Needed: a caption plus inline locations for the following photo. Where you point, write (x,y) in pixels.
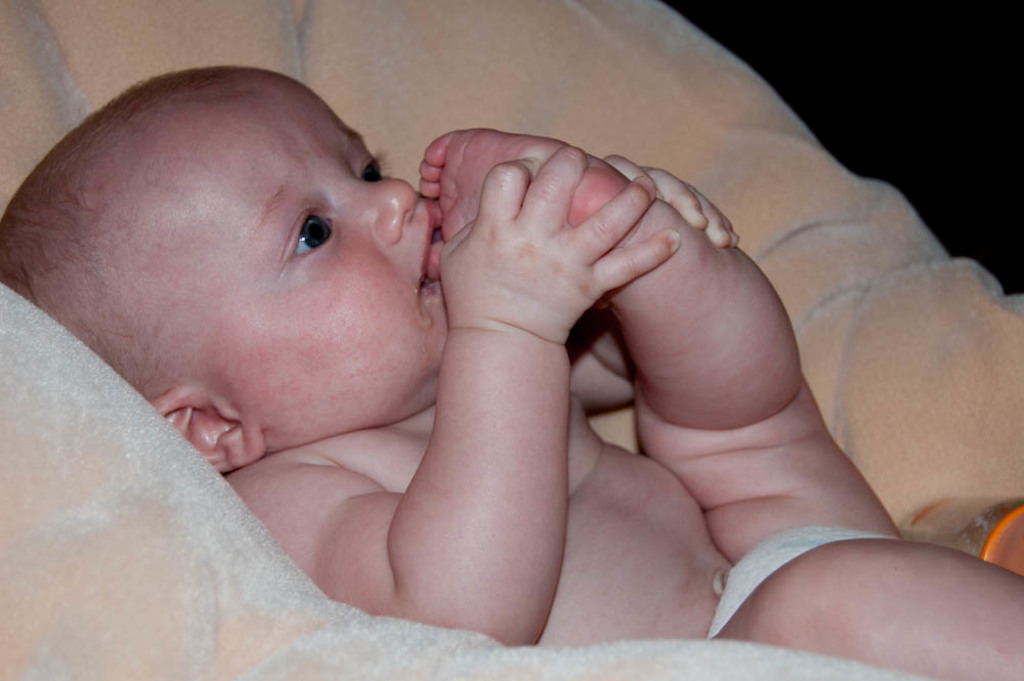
There is a baby (413,314) lying on a bed (79,65).
